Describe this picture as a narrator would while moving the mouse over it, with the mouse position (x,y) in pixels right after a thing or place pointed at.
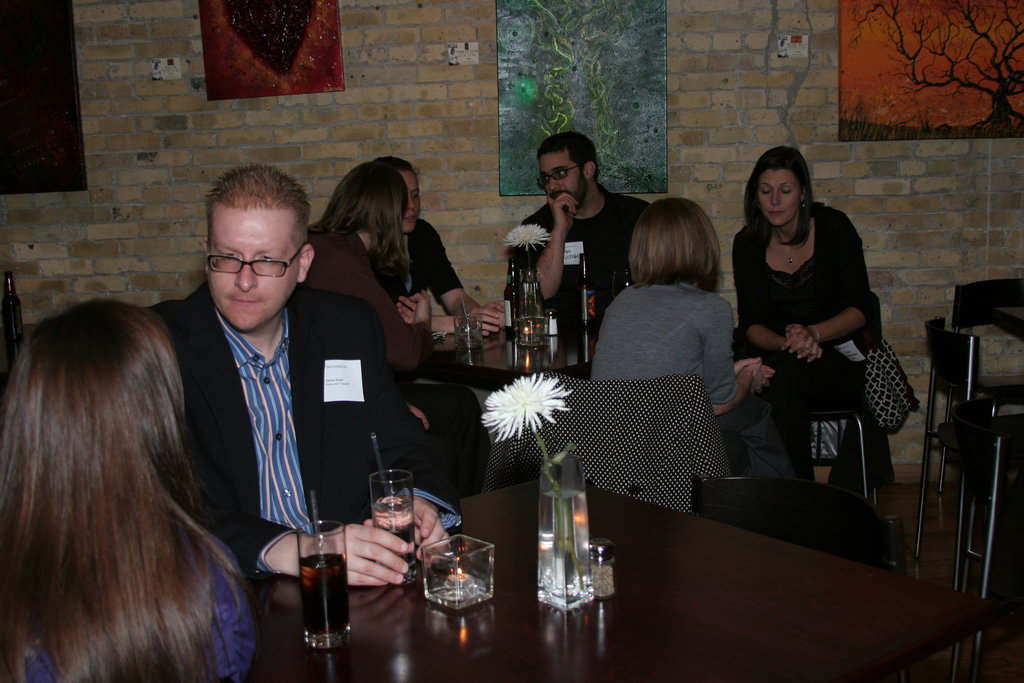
In the image we can see few persons (426,233) were sitting on the chair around the table (508,545). On table (508,545) we can see glasses (330,582), wine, flower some more objects (589,562), back we can see brick wall (381,125) and frames (593,93).
